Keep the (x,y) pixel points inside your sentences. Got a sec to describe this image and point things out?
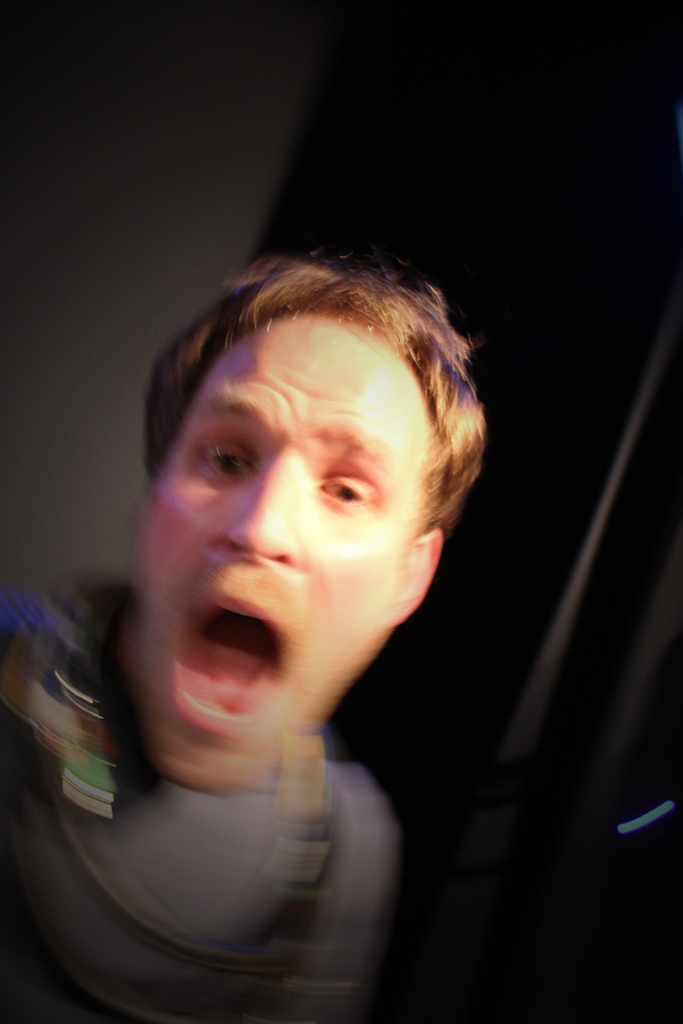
In this image I can see the person (275,355). Background (211,125) is in black and ash color.
